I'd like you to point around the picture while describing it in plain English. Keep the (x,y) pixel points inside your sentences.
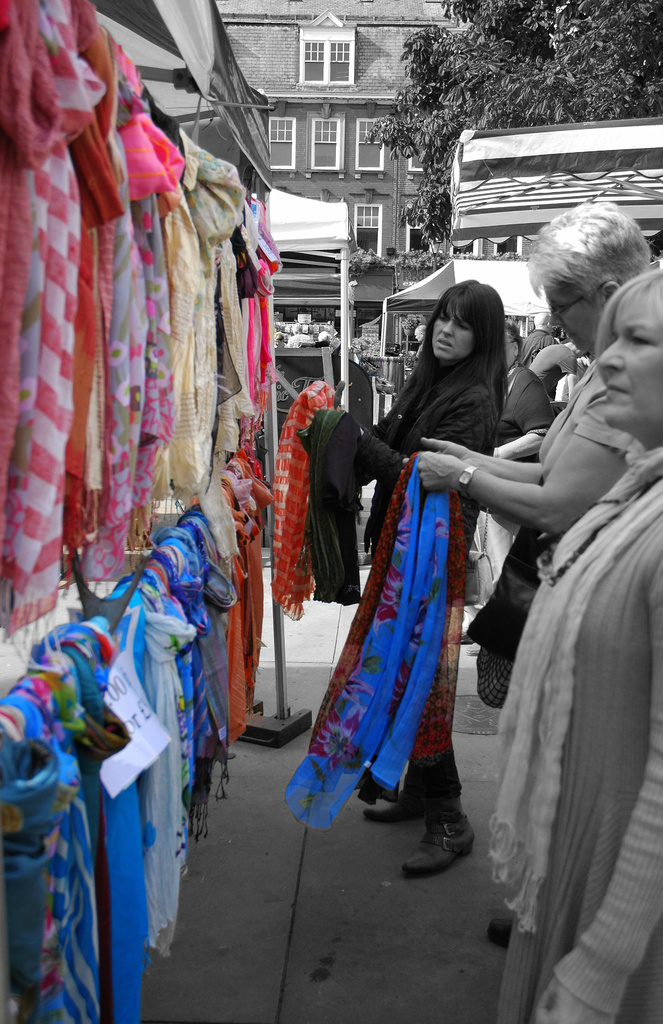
In this image I can see a crowd (651,822) on the road (377,867) and clothes (183,403) are hanged in a shop (162,571). In the background (398,200) I can see buildings (373,215), trees (446,152) and poles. This image is taken during a day on the street (398,959).
